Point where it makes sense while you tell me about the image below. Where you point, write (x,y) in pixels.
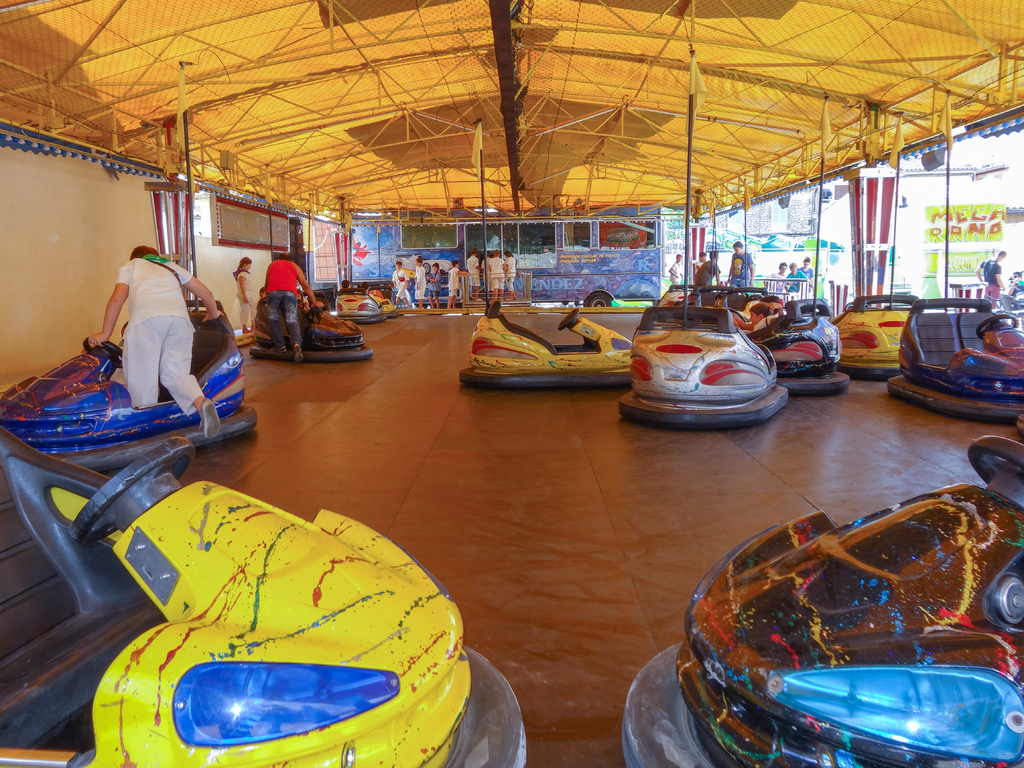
In this image I can see few colorful cars (960,640) on the brown color surface (622,553). I can see few people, flags (177,105), poles (688,227), banners (963,223), boards (972,209), vehicle (605,238) and a ceiling (805,148).
